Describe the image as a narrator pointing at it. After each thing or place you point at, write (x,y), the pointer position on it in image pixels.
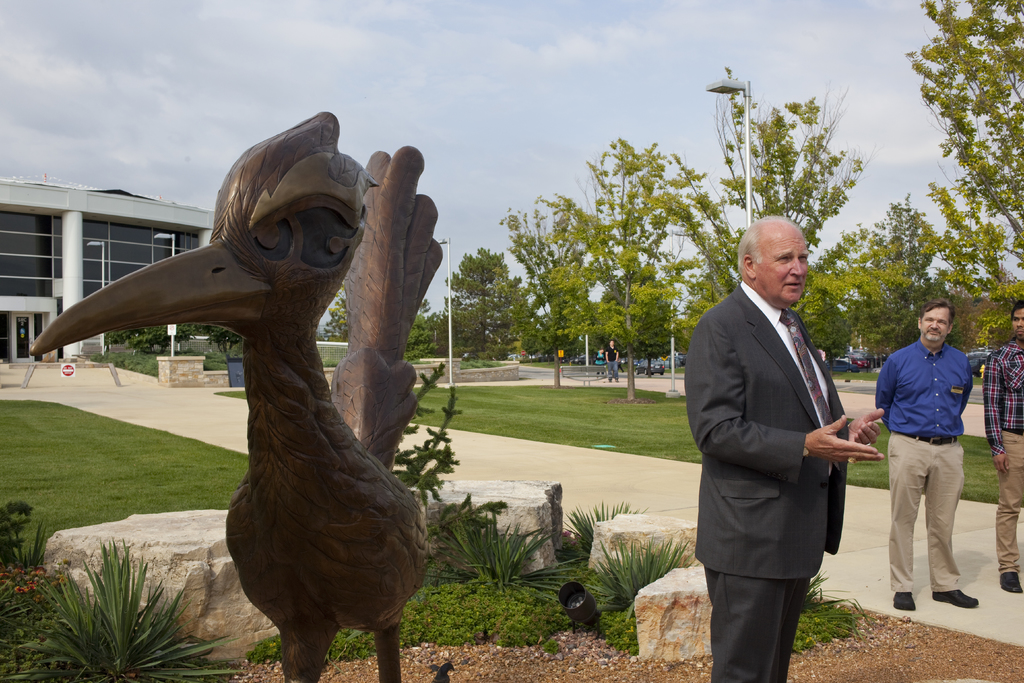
In this image in the foreground (784,417) there is one person (772,327) who is standing and he is talking, and on the right side (955,409) there are two persons (952,411) who are standing. On the left side (254,336) there is one statue (262,369) and in the background (178,216) there are some buildings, trees (736,187), poles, lights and some persons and also there are some vehicles (573,360). At the bottom (688,596) there are some plants (662,574), grass (175,449), rocks (150,542) and sand (524,653). In the center (472,440) there is a walkway (124,402), on the top of the image (137,87) there is sky (359,97).
